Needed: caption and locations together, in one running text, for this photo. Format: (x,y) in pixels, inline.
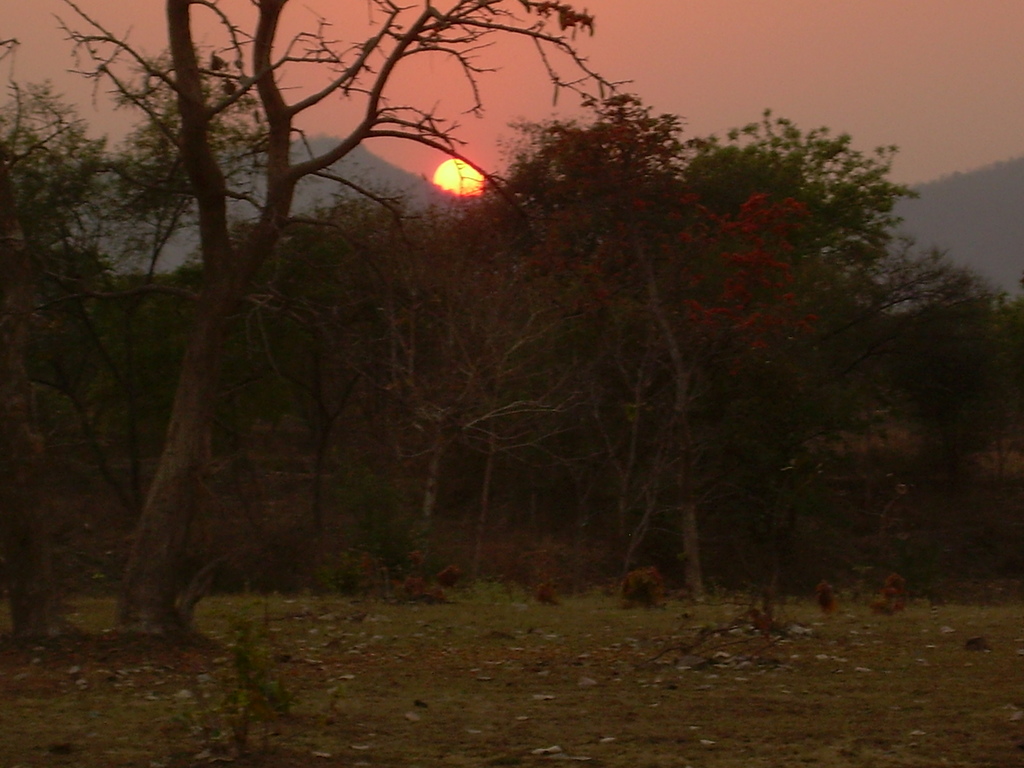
In the picture we can see a many trees (363,525) on the grass surface (432,626) and we can also see some dried leaves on the surface (209,657) and in the background (300,143) we can see a hill (425,188) and a sun (441,174) and a sky (463,88).
